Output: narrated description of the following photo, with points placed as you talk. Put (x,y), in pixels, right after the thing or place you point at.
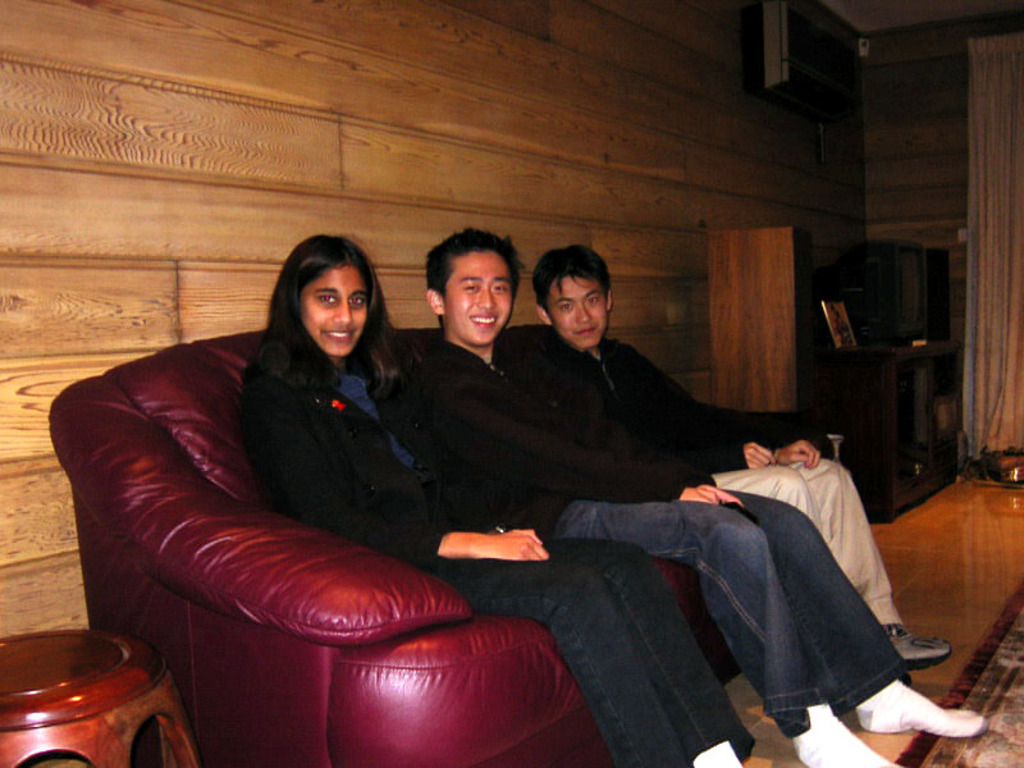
Three persons (502,507) are sitting on the sofa (261,533). They are wearing black jackets (510,430). Beside there is a stool (116,702). A television (889,332) and a frame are on the table (912,380). Air conditioner (790,93) is attached to the wall (771,115). Right side (976,152) there is a curtain (999,264).
